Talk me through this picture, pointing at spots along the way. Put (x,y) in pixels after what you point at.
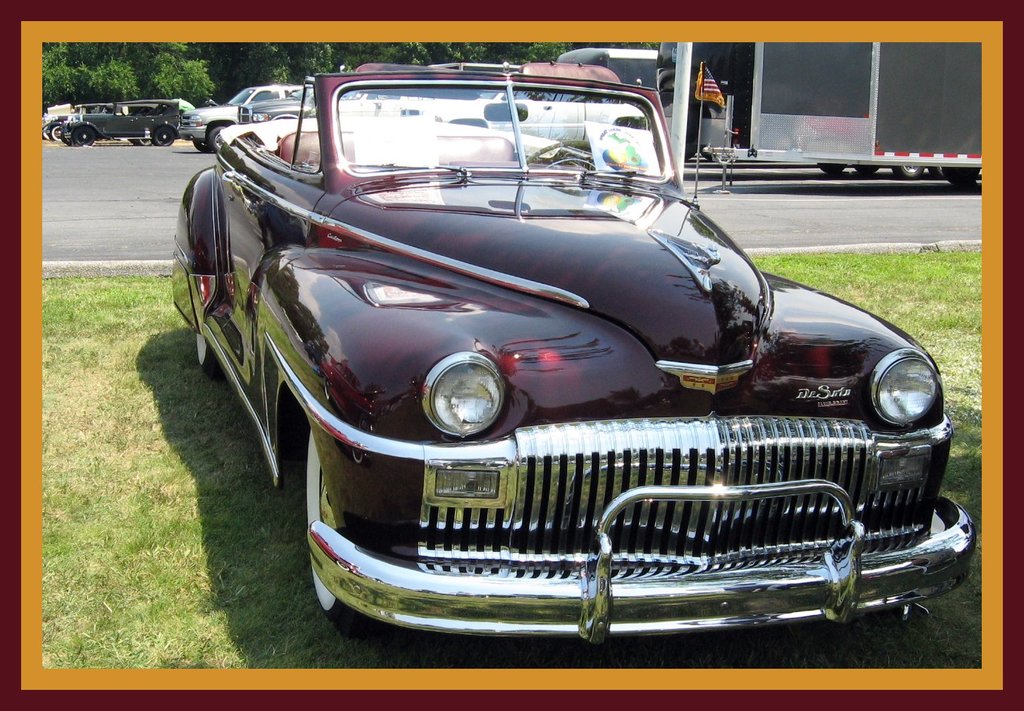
In this image I can see grass (226,443) in the front (211,539) and on it I can see a maroon colour car (379,311). In the background (81,218) I can see a road (761,176) and on it I can see number of vehicles (715,131) and a flag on the right side (699,77). I can also see number of trees (245,48) in the background (210,78).
